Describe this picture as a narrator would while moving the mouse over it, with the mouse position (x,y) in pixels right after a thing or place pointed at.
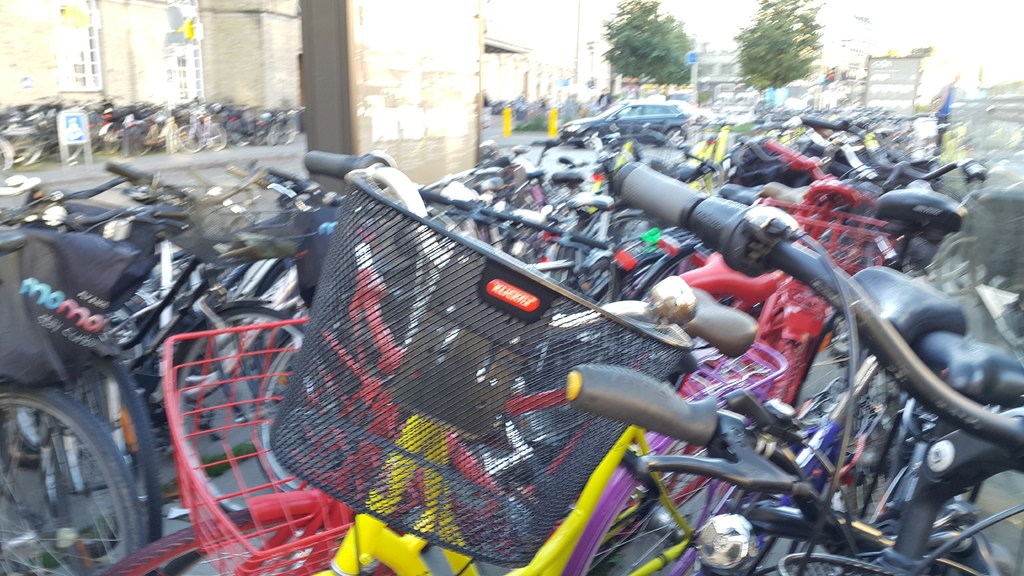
In this image, we can see bicycles (956,226) which are placed on the road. In the middle of the image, we can see a pillar (443,15). In the background (666,94), we can see vehicles (605,125), building (852,66), trees (765,82).
